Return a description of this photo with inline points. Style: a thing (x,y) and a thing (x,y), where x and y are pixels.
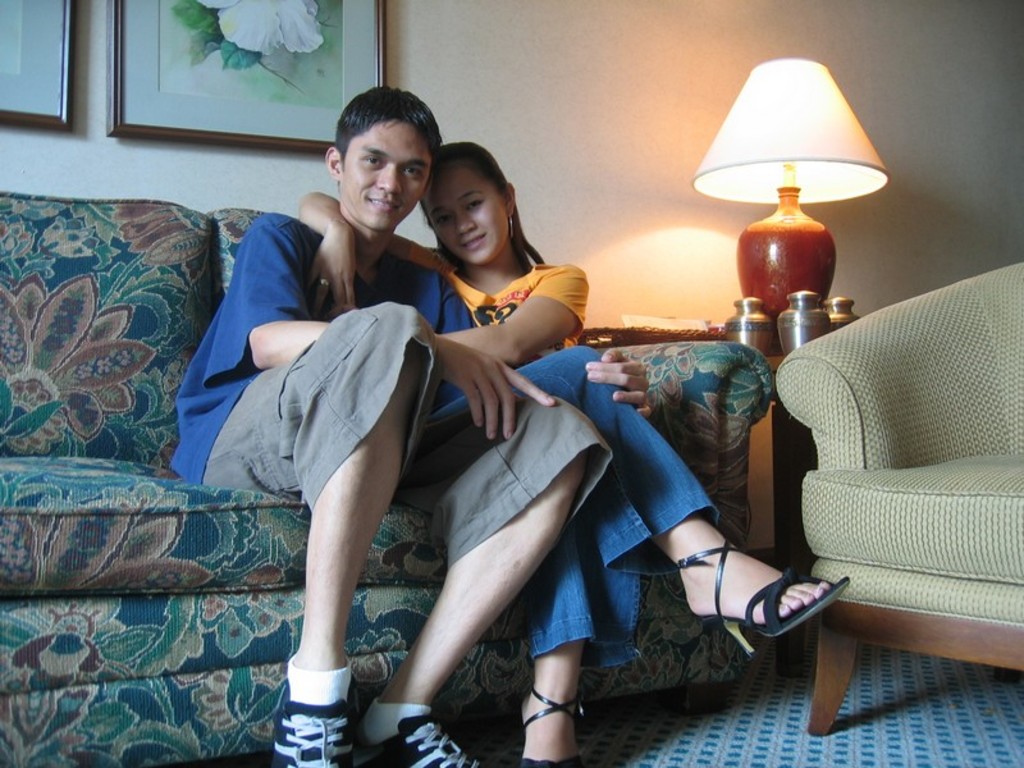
In this image i can see a boy (396,428) and a girl (536,258) are sitting on the sofa (240,511). And there is lamp (791,286) on the table (779,421) and there is a chair (948,439) on the right side of the image (981,449). Behind the persons (378,288) there two wall photos (172,79) on the wall (556,75). And the persons (439,258) are smiling.
